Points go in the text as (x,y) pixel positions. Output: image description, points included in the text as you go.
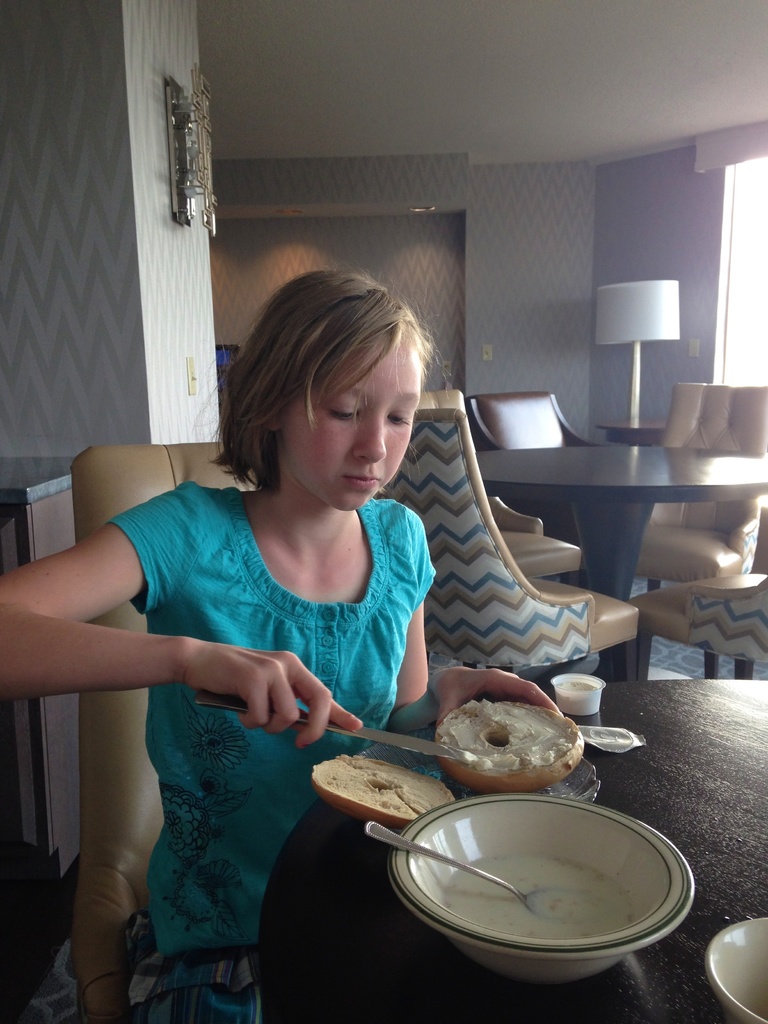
In the middle of the image (422,364) a girl (429,586) is sitting on a chair (124,820) and preparing some food (574,725). Bottom right side of the image (700,754) there is a table (355,973), On the table (643,752) there is a bowl (560,810) and spoon (449,863). Bottom right side of the image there is a bowl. In the middle of the image (496,478) there is a table (745,459), Surrounding the table (730,497) there are some chairs (693,424), Behind the chair (515,410) there is a lamp (614,289). At the top of the image (453,63) there is a roof (572,55).
